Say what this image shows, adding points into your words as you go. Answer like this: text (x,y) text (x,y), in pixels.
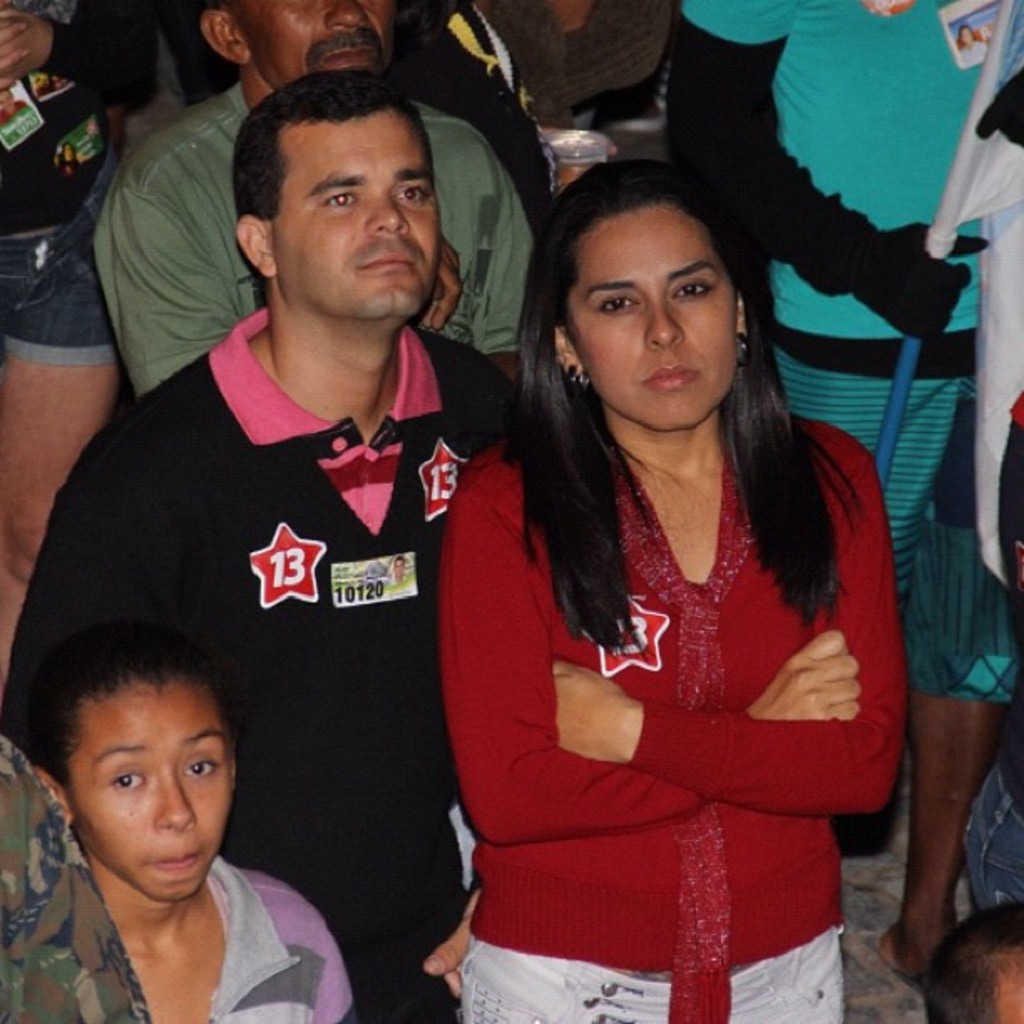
In this picture there are group of people (11,755) standing. At the bottom (894,880) there is a floor (859,972) and there is a person (836,280) standing and holding the flag (1007,436).
